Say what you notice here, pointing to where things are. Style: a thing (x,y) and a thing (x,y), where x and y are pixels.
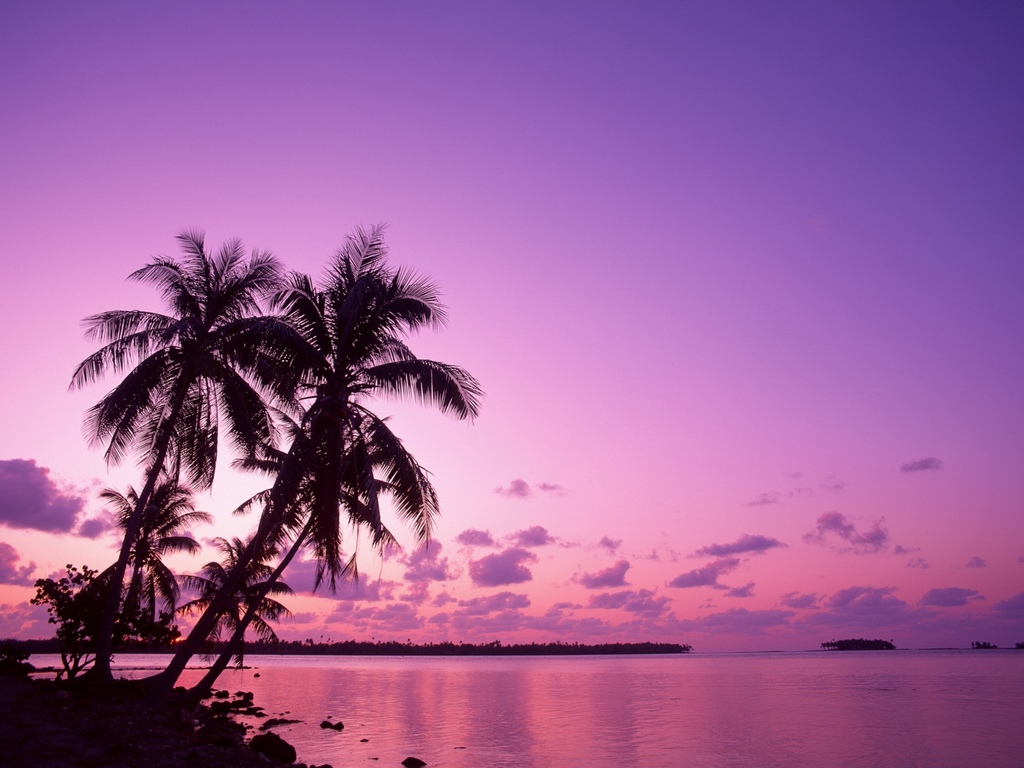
In this image there are trees (239,506) in front of a river (570,699), in the background of the image (463,654) there are trees (438,651), at the top of the image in the sky (519,568) there are clouds (474,562).
